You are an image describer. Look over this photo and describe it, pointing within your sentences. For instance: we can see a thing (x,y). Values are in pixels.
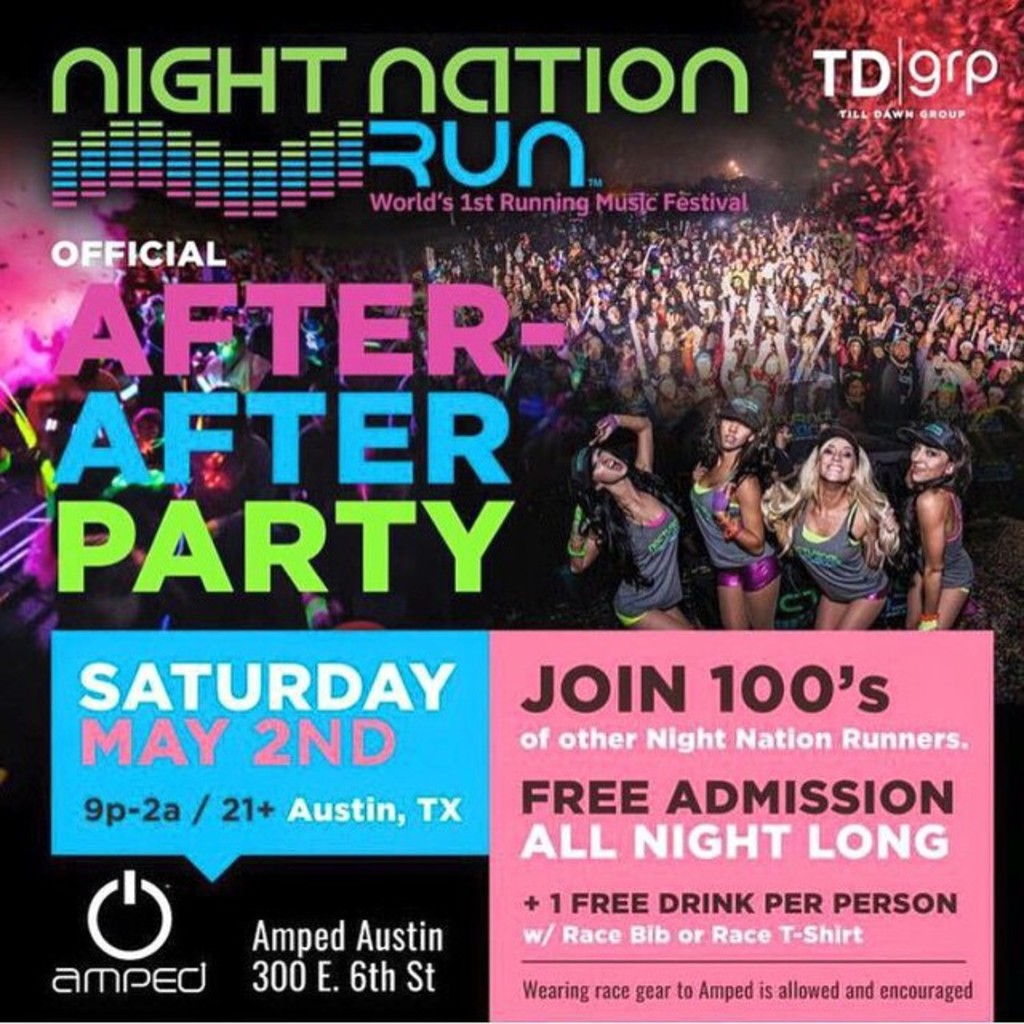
In this picture I can see a poster (320,323), there are words (567,983), numbers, logo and there is an image of group of people (303,423) standing, on the poster (350,513).
